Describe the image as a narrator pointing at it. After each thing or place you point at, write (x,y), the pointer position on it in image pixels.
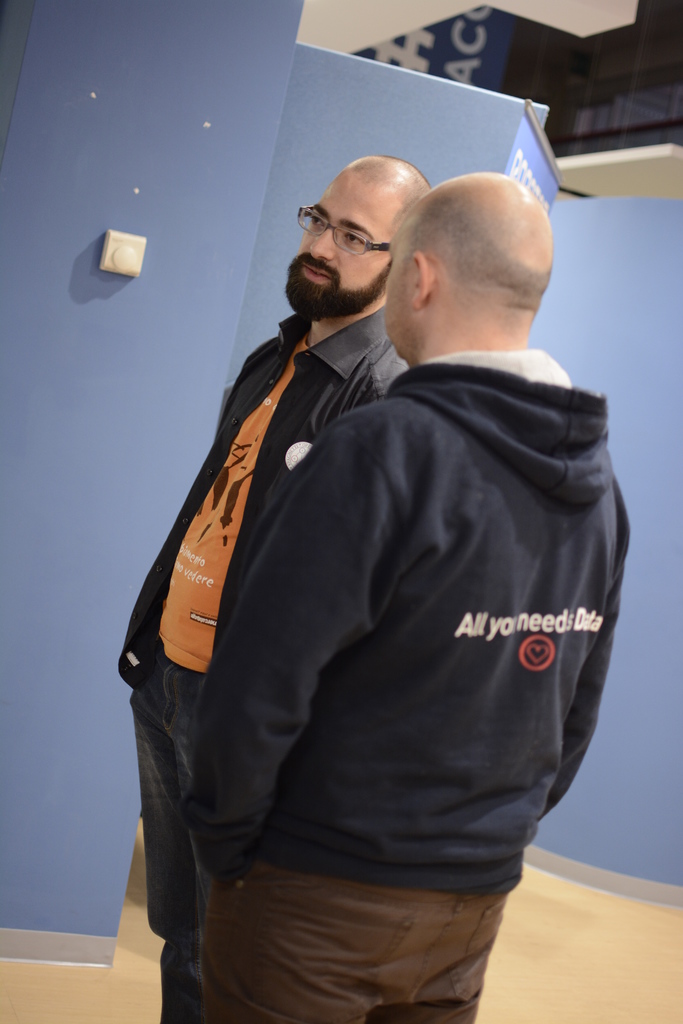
There are two men (351,469) standing. This is a wall (188,119), which is blue in color. I think this is a banner (524,149). At the bottom of the image (603,962), I can see the floor (549,985).
